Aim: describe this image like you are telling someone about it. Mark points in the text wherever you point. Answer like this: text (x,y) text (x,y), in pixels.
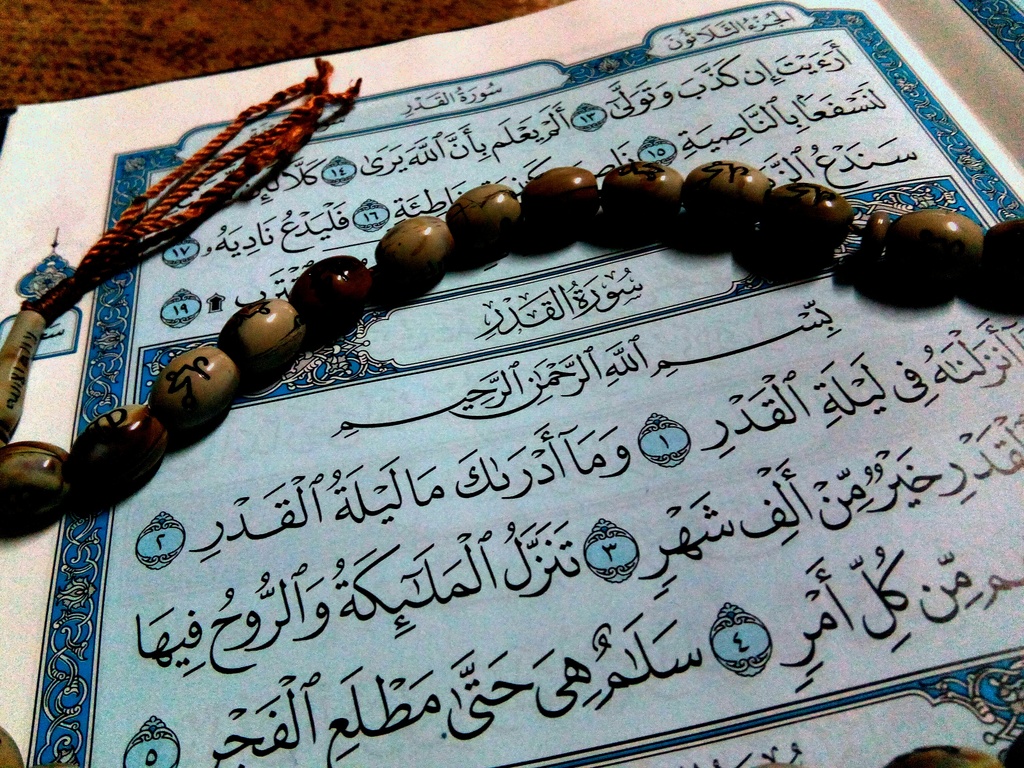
In this image we can see a paper (412,446) with some text (538,545) on it which is placed on the surface (273,57). We can also see a band (311,297) made with beads (17,518) and thread (208,204) on the paper (186,743).
